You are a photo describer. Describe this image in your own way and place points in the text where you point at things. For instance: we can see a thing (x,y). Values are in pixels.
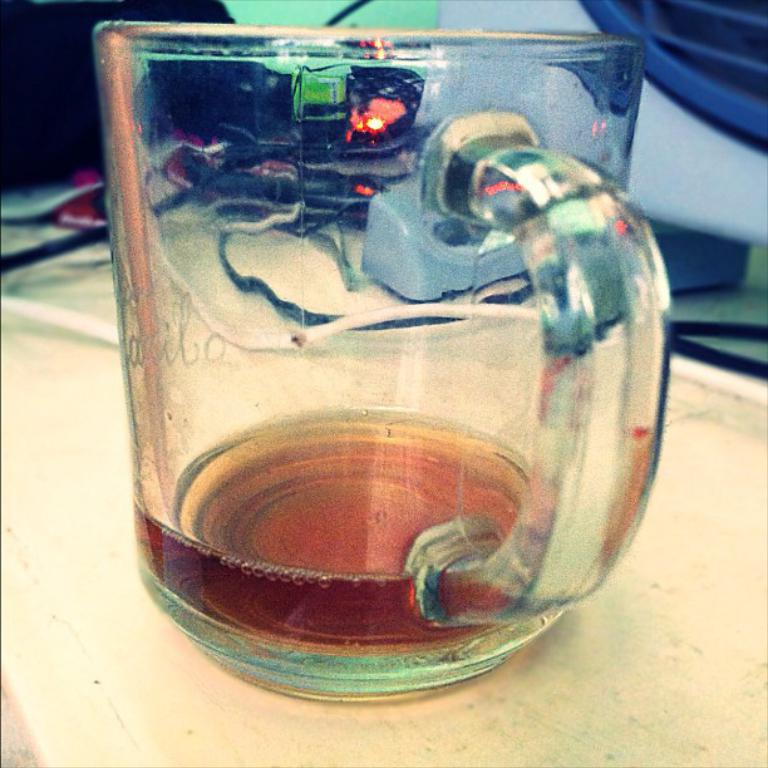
In the center of the image (292,453) we can see a cup (189,466) placed on the table (209,678) and there are wires (764,335).
